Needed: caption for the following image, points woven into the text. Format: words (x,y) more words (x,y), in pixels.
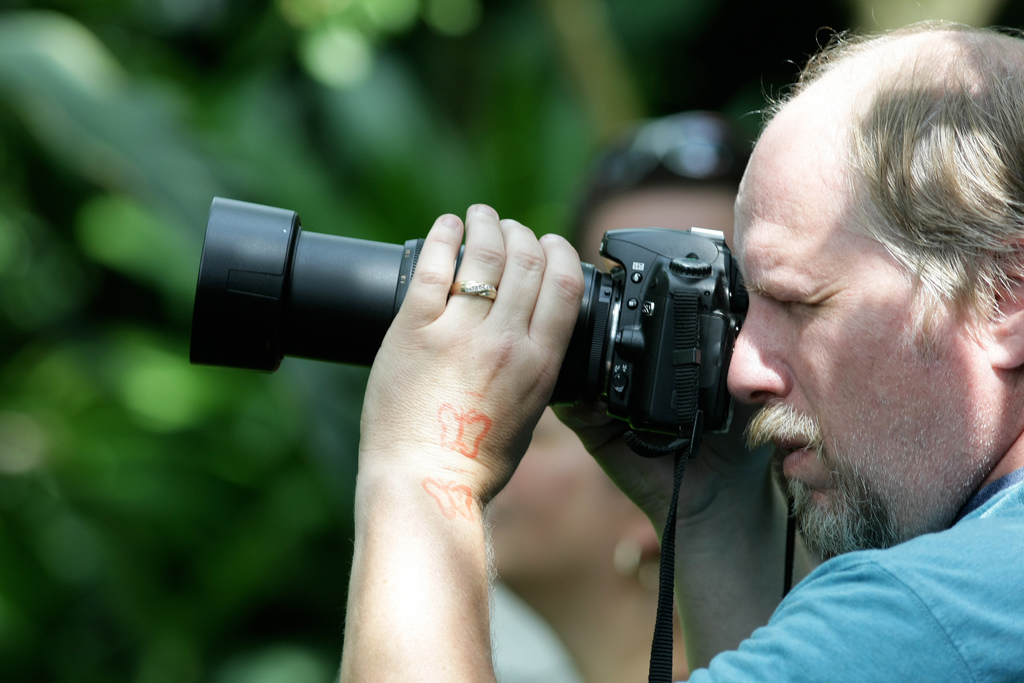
There is a man (947,168) who is holding a camera (591,369) in his hands (524,232) and looks like he is capturing a photo.
